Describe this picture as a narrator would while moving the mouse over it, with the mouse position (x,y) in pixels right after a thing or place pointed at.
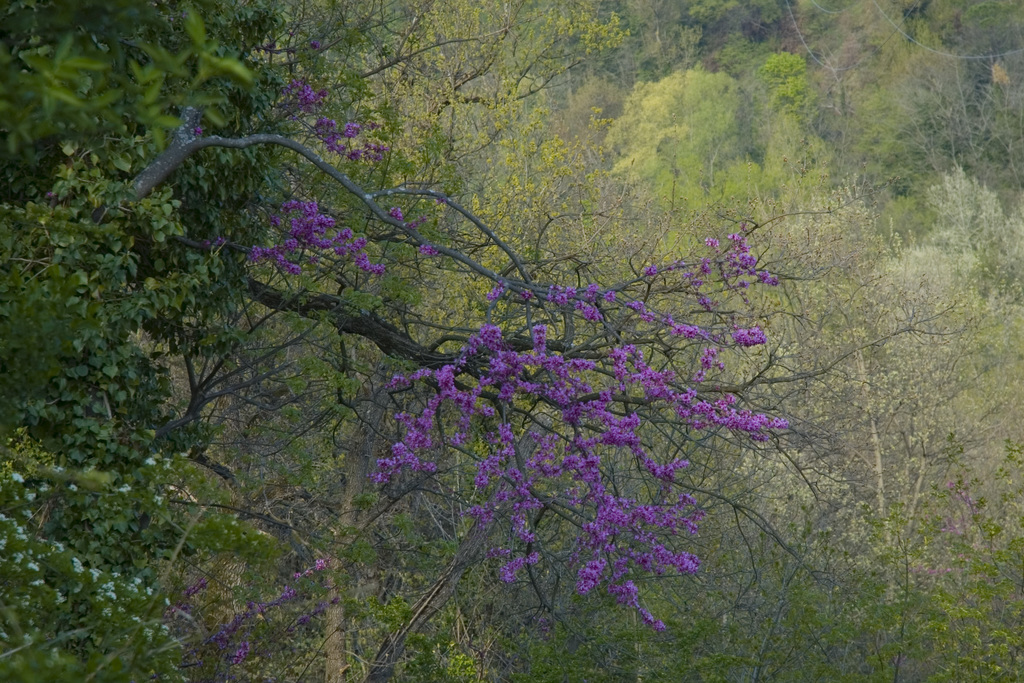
In this image there are trees (493,402), there are flowers (769,284) on the trees (541,398), there are wires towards the top of the image (820,7).
